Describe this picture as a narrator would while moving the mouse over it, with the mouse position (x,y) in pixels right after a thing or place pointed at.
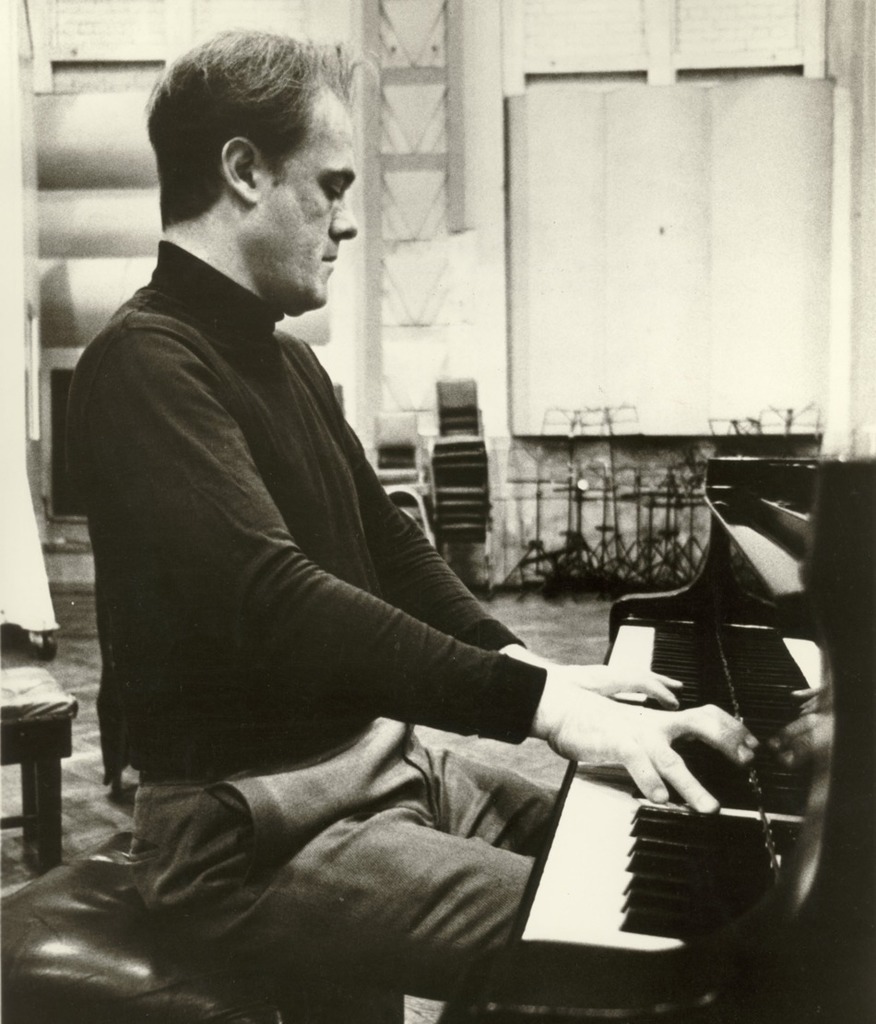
In this image, in the middle (375,657) there is a man (244,698) he wear black t shirt (264,570) and trouser (417,840), he is playing keyboard (663,926). In the background (617,421) there is stool (33,691), chairs (479,455) and wall (461,277).
